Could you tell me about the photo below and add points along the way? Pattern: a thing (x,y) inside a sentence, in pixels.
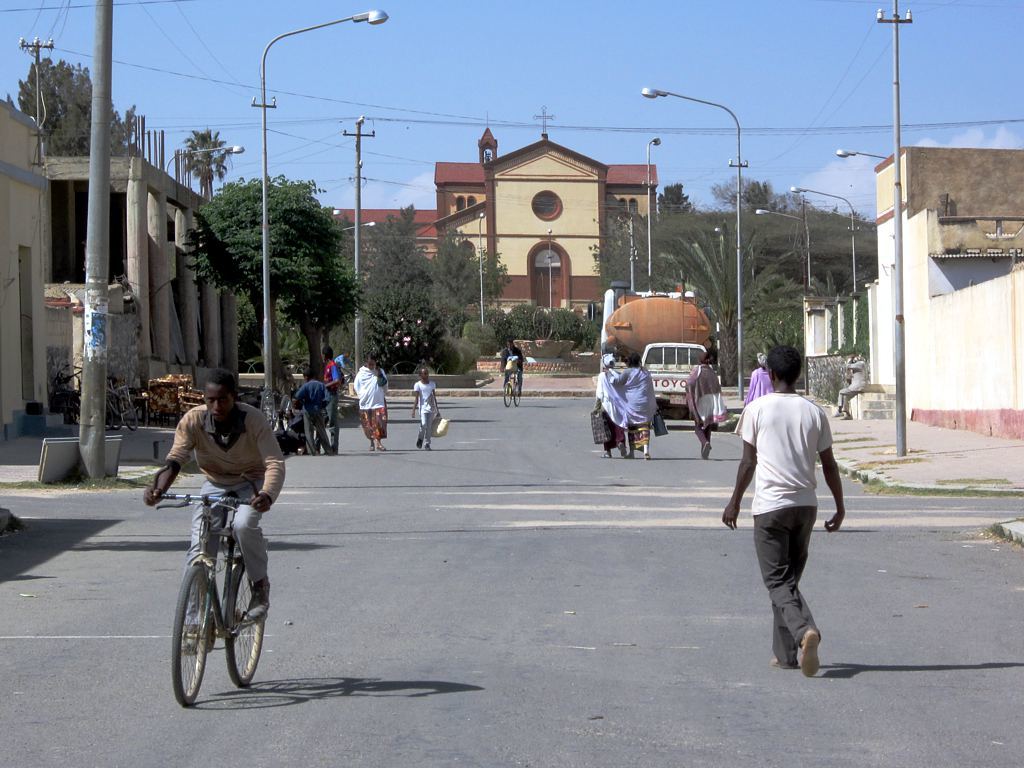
In this picture outside of the city. There is a group of people (706,455). On the right side (743,437) we have a person (756,427). He is walking. On the left side (234,511) we have a another person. He is riding a bicycle (178,497). In the corner we have a group of persons (318,381). They are standing. We can see in background (479,159) sky (224,114), clouds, trees (477,309), houses (534,289) and street lights (741,283).
